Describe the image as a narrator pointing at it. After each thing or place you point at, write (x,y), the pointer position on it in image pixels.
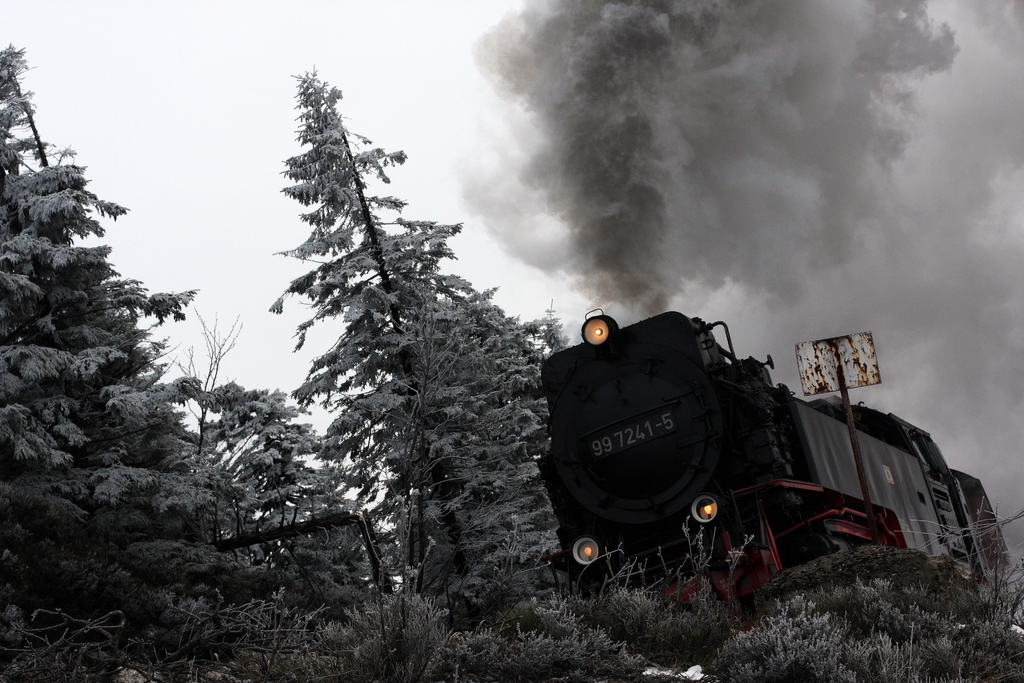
On the left side of the image (36,451) we have tree (108,573). In the middle of the image (674,385) we have train engine (654,574) which have three lights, which is in black in color and some numbers (650,427) are written here like 9972. On the right side of the image (924,505) we have the end part (977,560) of the engine (909,513) and a board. On the top of the image (573,84) we have the sky (334,29) and smoke (640,20) releasing from the engine (678,471).
